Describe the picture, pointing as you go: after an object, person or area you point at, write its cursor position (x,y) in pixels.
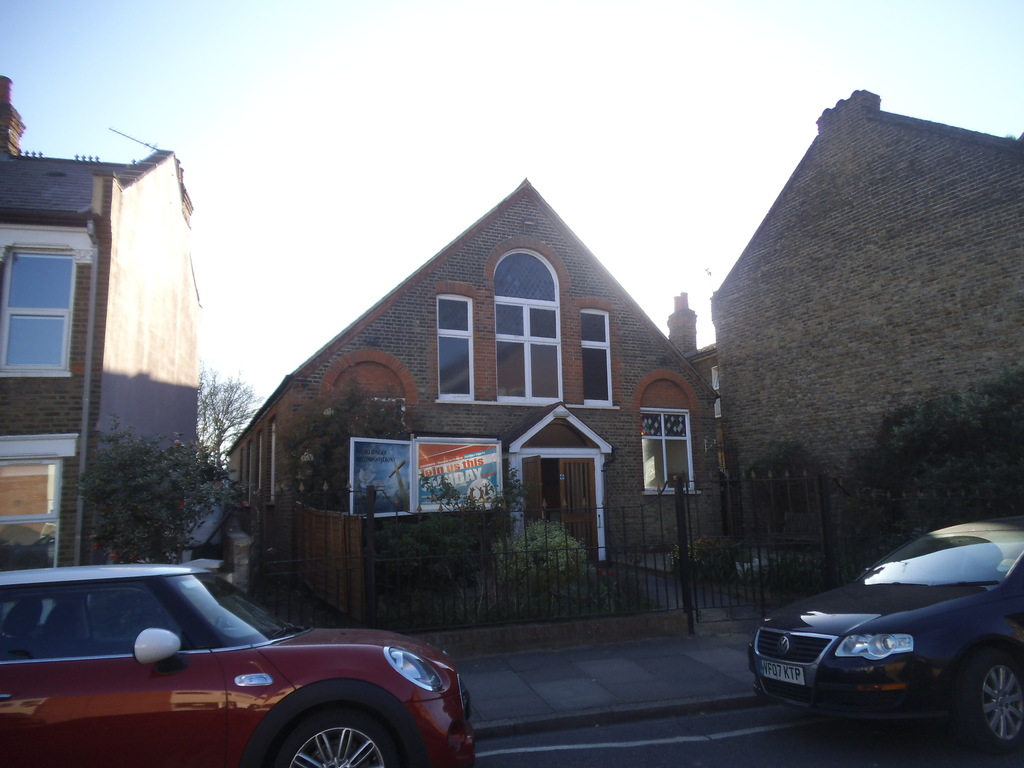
In this image I can see a road (617,729) in the front (504,748) and on it I can see two cars (235,707). In the background (616,506) I can see few buildings (410,403), few boards (437,441), fencing (684,527), number of trees (128,543) and the sky (491,81). I can also see something is written on these boards (437,441).
